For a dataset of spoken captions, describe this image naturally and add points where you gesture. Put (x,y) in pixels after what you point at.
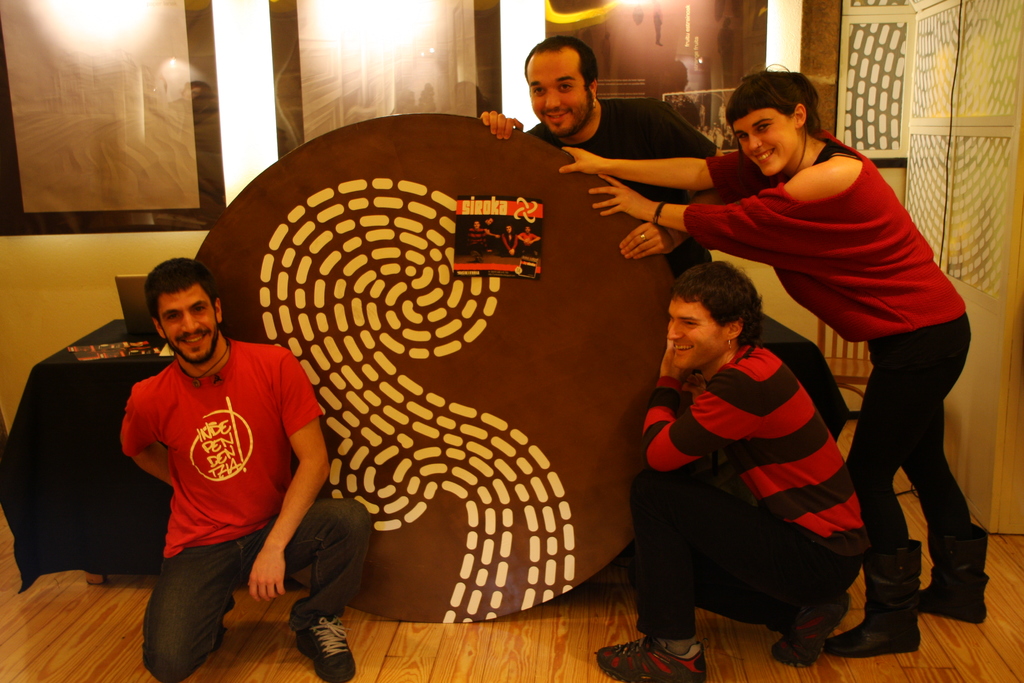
In the image we can see there is a man (221,510) sitting on the floor (408,672) and there are other people (731,217) standing at the back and holding the board (543,318). There is a poster (492,254) on the board (474,305).
